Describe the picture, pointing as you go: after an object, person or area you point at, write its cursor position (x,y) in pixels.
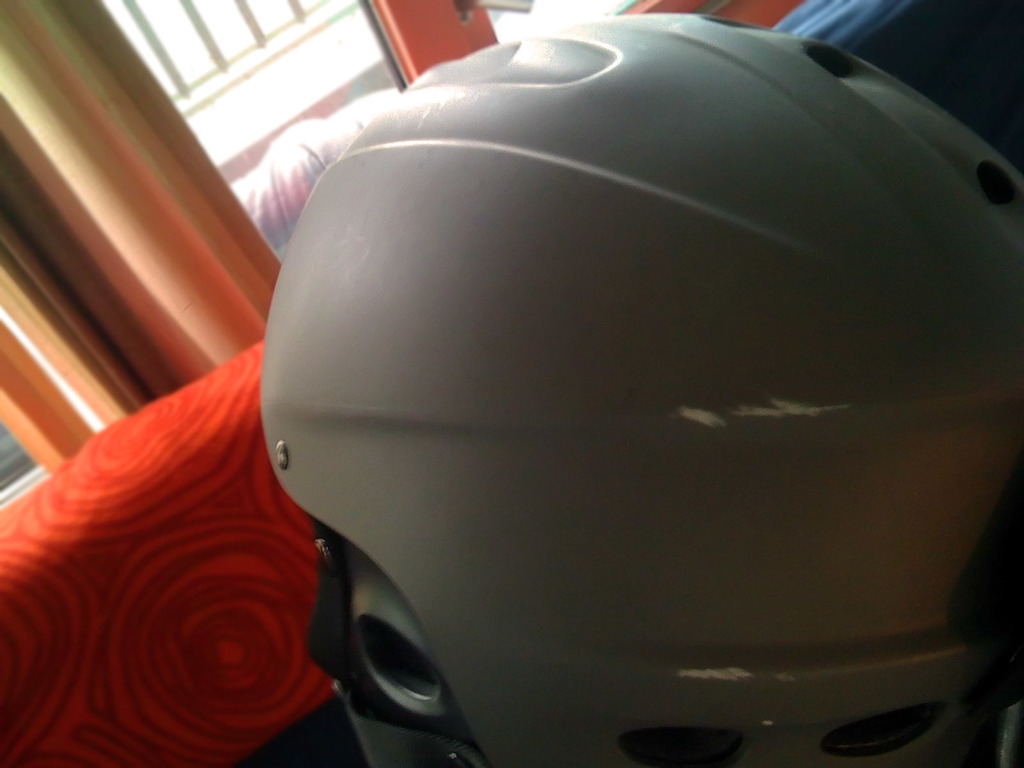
In the foreground of this image (551,469), there is a helmet (535,375). behind it, there is red color object (257,558) and it seems like a window glass (217,91).
